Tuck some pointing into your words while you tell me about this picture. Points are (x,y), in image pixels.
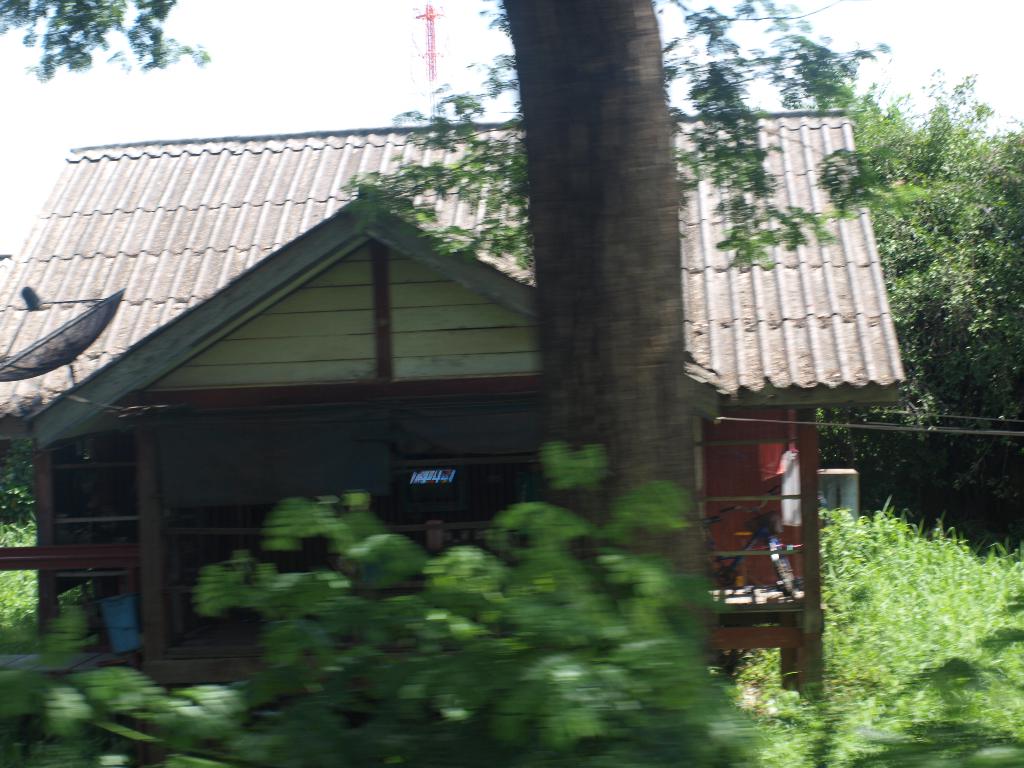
In this picture we can see a house (432,315) and in the house (723,470) there is a bicycle (780,544). In front of the house (431,308) there is a tree trunk (552,339) and plants (408,627). Behind the house (308,199) there are trees (980,308), tower (433,53) and the sky (255,62).
